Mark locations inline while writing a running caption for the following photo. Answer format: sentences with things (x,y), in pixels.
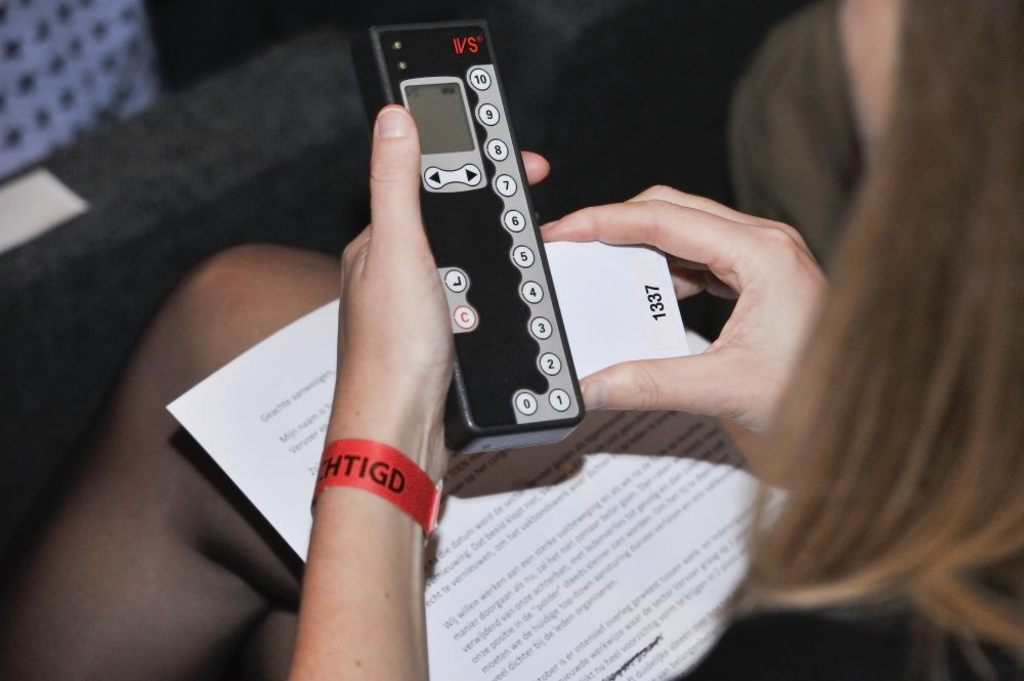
In this picture there is a girl (897,355) sitting on the chair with white paper (537,607) and a black remote (487,389) in the hand (708,374).
